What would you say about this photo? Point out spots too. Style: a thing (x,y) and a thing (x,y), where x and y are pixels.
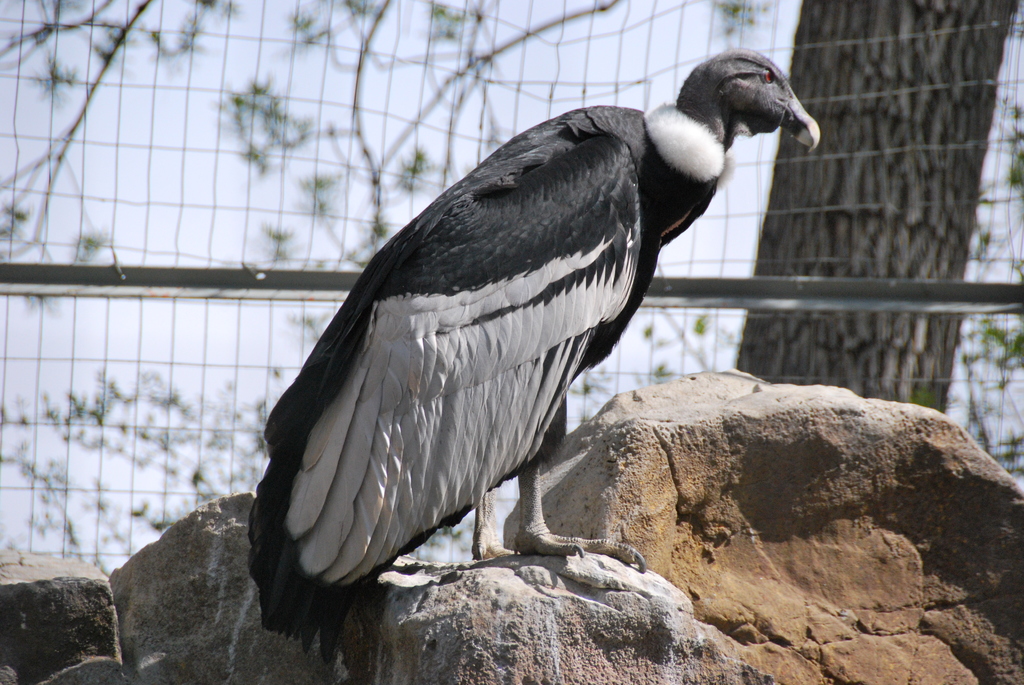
In this image I can see a bird (457,348). In the background (257,209), I can see a mesh (284,165) and a tree (845,233).
